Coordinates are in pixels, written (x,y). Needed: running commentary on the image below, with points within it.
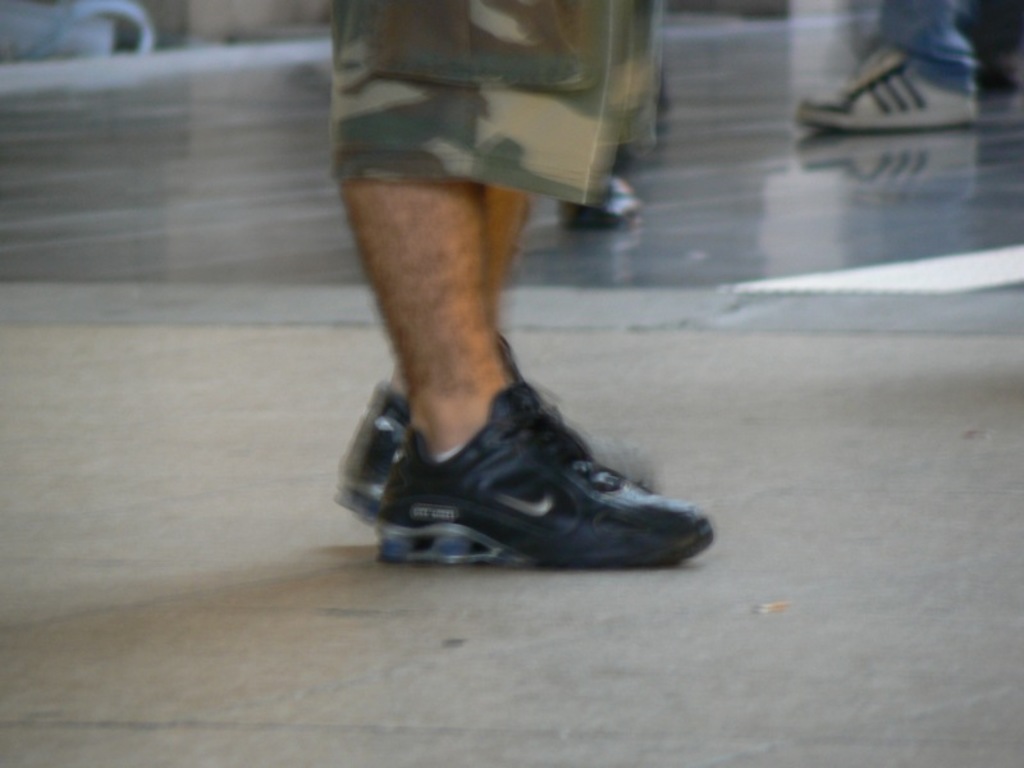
In this image there is person leg (468,428) wearing shoes (508,481), the person (445,495) is standing on the floor (620,673).
